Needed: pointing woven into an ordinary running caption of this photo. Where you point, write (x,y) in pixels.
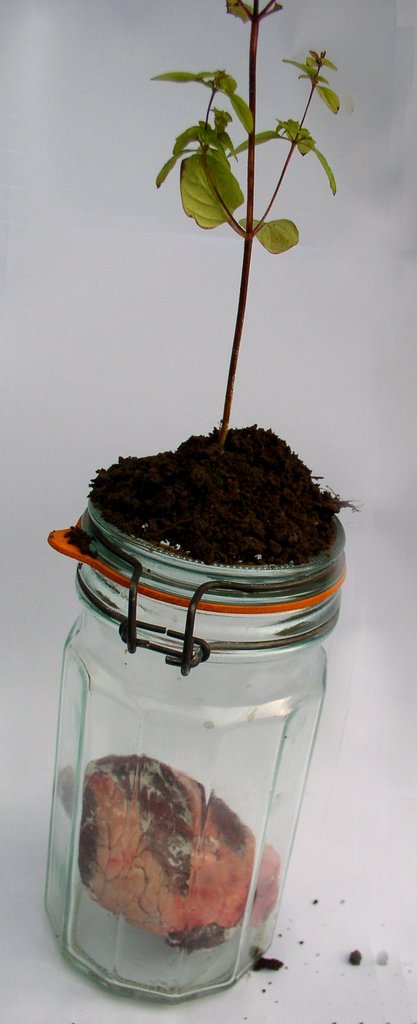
This image consists of a plant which is in the pot (213,700) in the center (219,664).
